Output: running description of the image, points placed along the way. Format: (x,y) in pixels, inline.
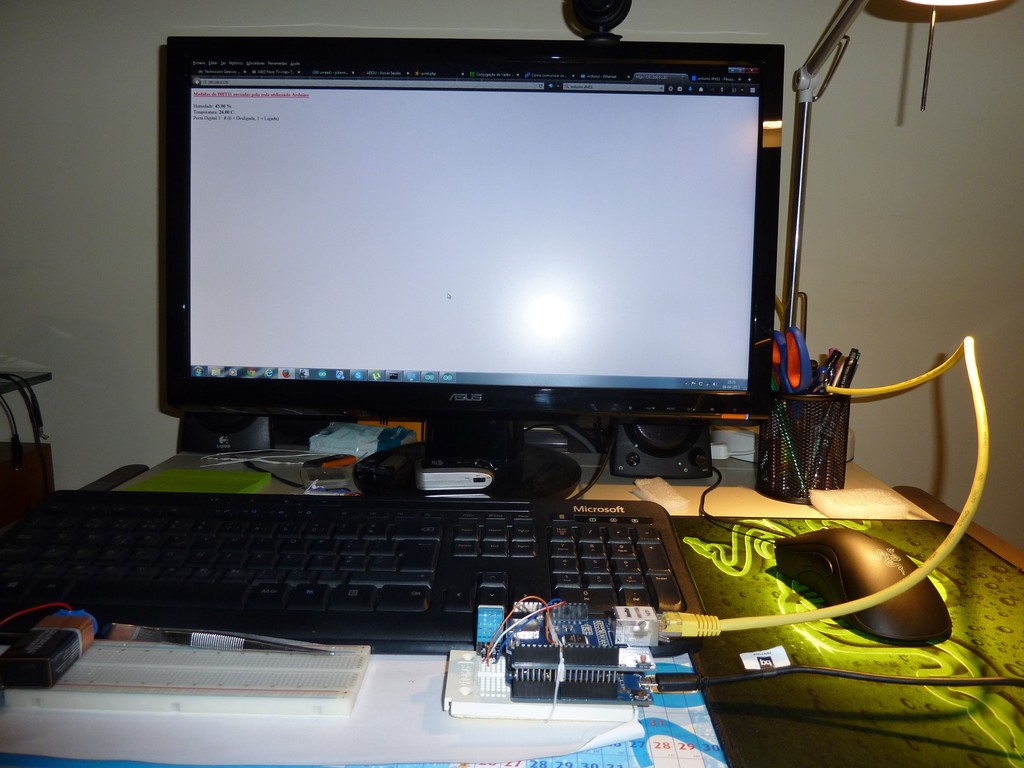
In the center (514,359) we can see table (593,494), on table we can see monitor (652,267), keyboard (521,577), mouse (910,596), scissor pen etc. And back there is a wall (973,232).
